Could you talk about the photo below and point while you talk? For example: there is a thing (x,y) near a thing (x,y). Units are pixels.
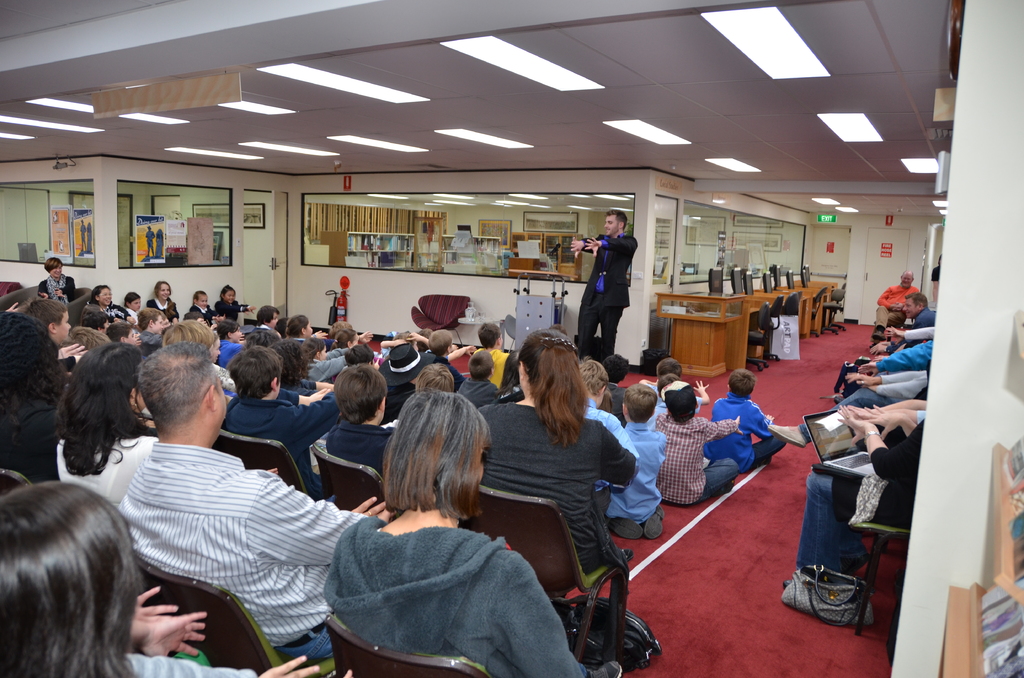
In the picture we can some people (255,560) are sitting on the chairs (204,606) and front of them, we can see some people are sitting on the floor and in front of them, we can see a man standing and doing some action and in the background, we can see some cabins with glasses (563,256) to it and beside it we can see some computer systems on the desks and to the ceiling (182,40) we can see the lights (846,124).
